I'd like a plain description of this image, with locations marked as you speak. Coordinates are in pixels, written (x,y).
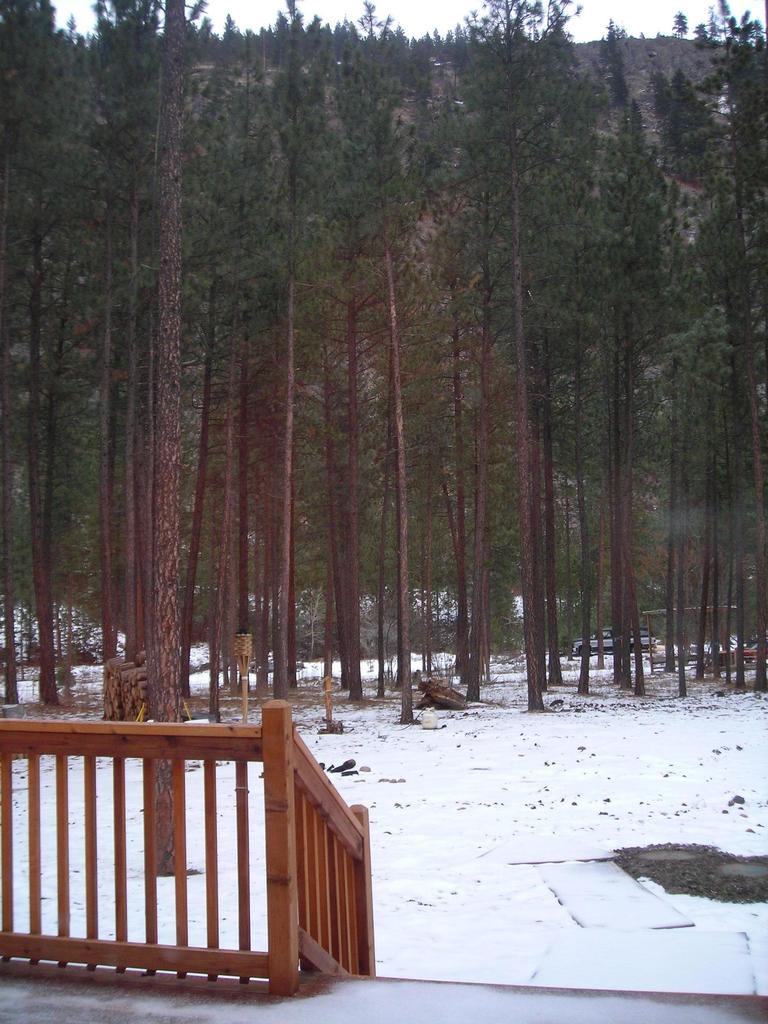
In this image we can see a wooden railing (271,909) on the left side of the image (215,849). In the background (293,414) there are trees (359,382) and sky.
